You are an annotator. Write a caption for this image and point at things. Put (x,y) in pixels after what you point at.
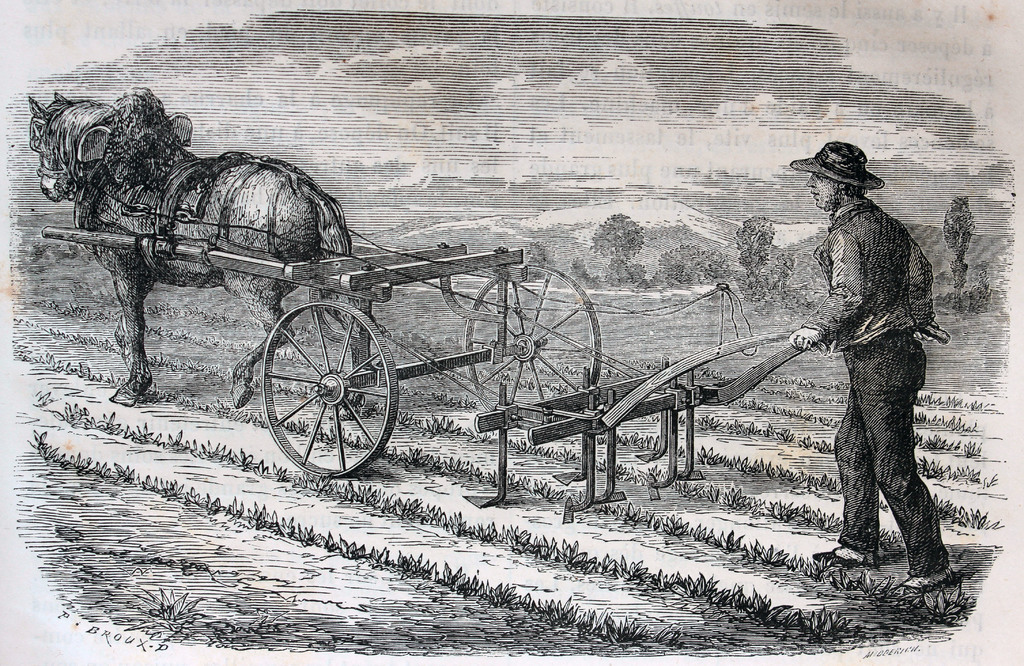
In this picture I can observe a sketch of a man (842,313) and a horse (195,232) ploughing the land (459,494). The man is wearing a hat (825,163) on his head (816,179). This is a black and white picture.
